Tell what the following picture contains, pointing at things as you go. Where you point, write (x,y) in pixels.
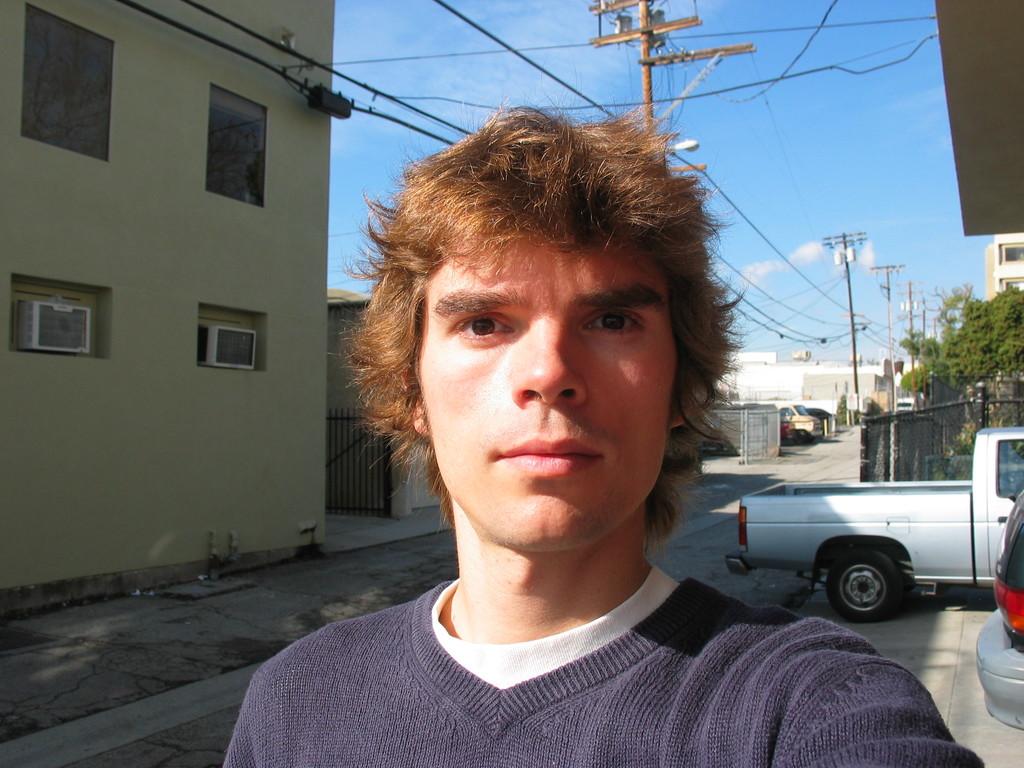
In this image there is a person (476,568), few vehicles (949,560), buildings (317,196), few electric poles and cables (676,97), fences (351,466) and some clouds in the sky (723,211).
